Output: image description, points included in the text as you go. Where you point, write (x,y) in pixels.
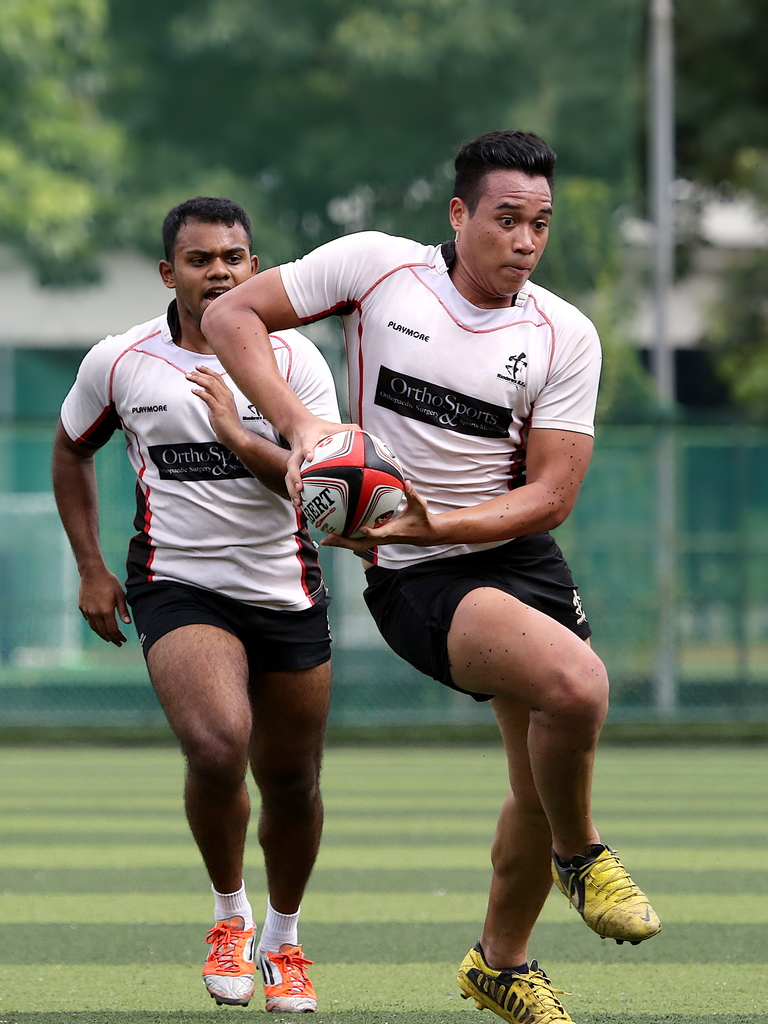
This image is clicked in a ground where two people (267,759) are running, both of them are in the middle (484,634), one is holding ball (308,492). Both of them are wearing white T-shirt (421,473) black shorts (303,662). The one who is on the right side (598,888) is wearing yellow shoes (610,920) the one on the left side (248,944) is wearing orange color shoes (291,945). There is a net (617,621) behind them. There are trees (397,98) on the top (339,201).
